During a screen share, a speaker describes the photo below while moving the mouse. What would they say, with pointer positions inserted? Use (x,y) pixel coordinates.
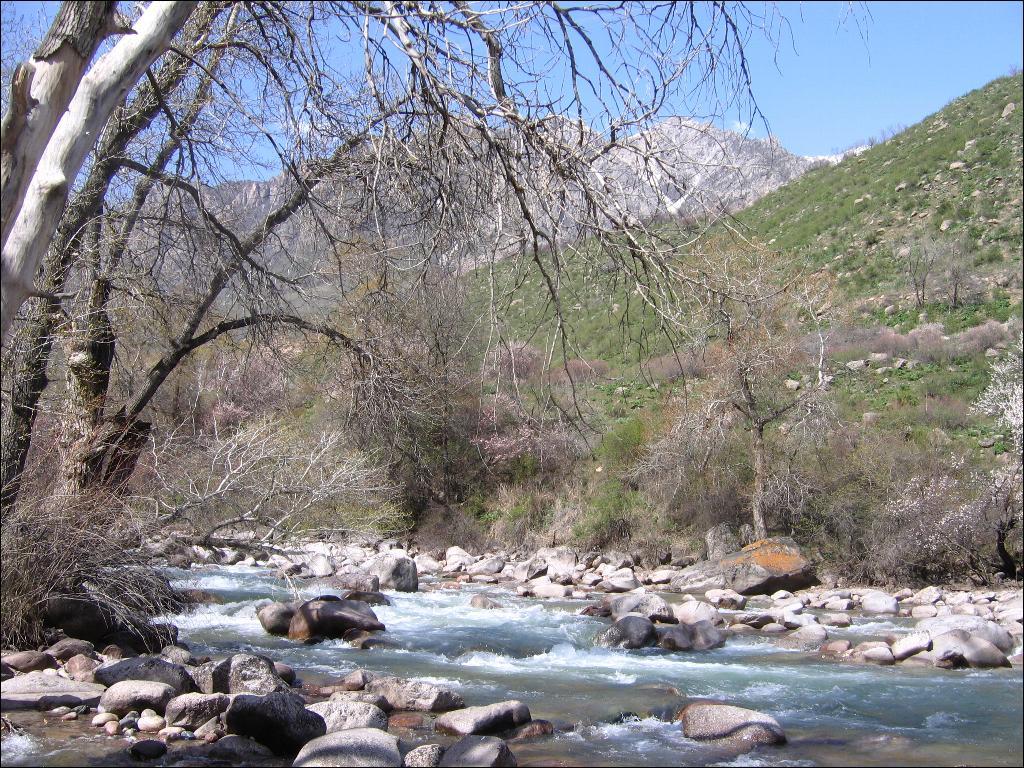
This is water (511,641) and there are stones (387,753). In the background (354,429) we can see trees (746,367), mountain (828,225), and sky (891,96).
